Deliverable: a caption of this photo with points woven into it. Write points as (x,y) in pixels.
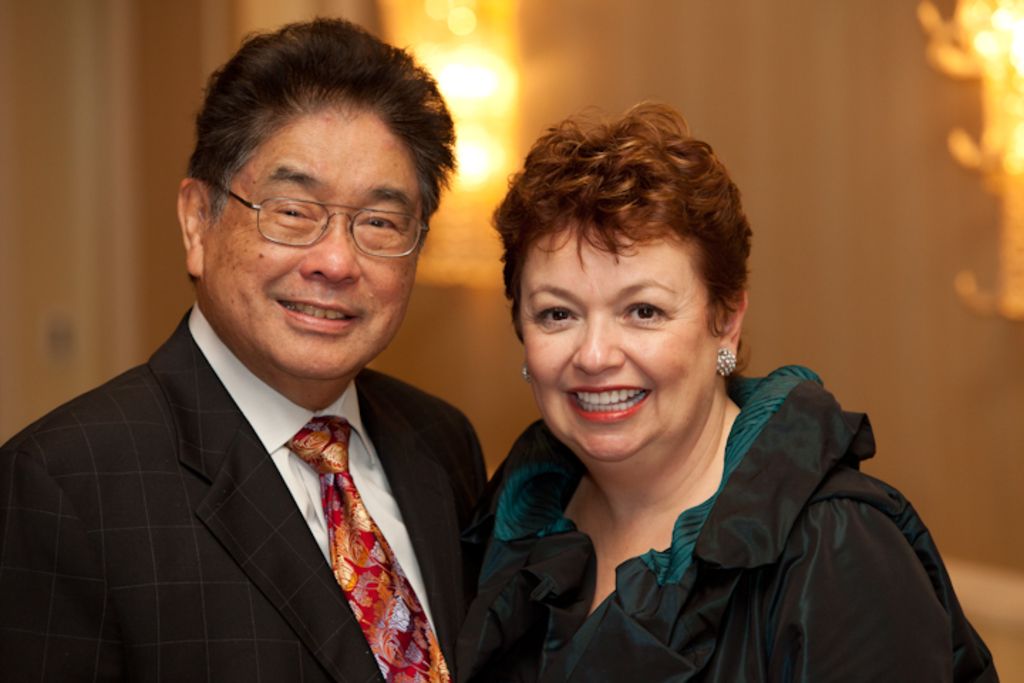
In this image we can see man (307,437) and a woman (670,501) smiling.
